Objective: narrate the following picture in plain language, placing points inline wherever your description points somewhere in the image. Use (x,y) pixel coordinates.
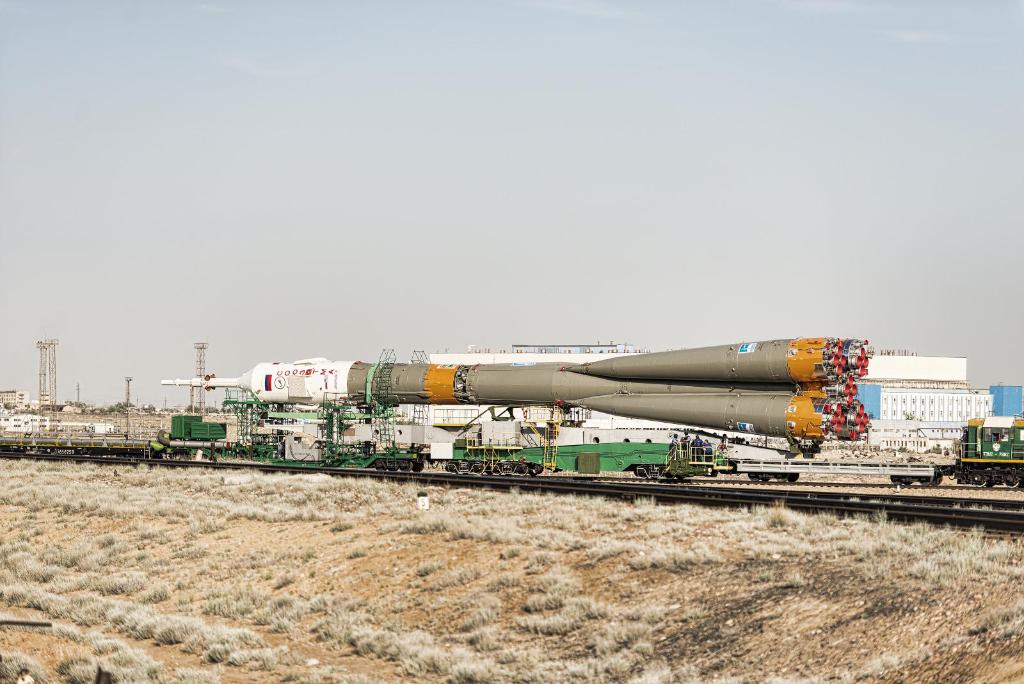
In this image, we can see buildings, towers (43,359), a rocket (413,383) and we can see poles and vehicles (511,431). At the top (278,224), there is sky (217,217) and at the bottom (445,509), there is dry grass (313,514).
